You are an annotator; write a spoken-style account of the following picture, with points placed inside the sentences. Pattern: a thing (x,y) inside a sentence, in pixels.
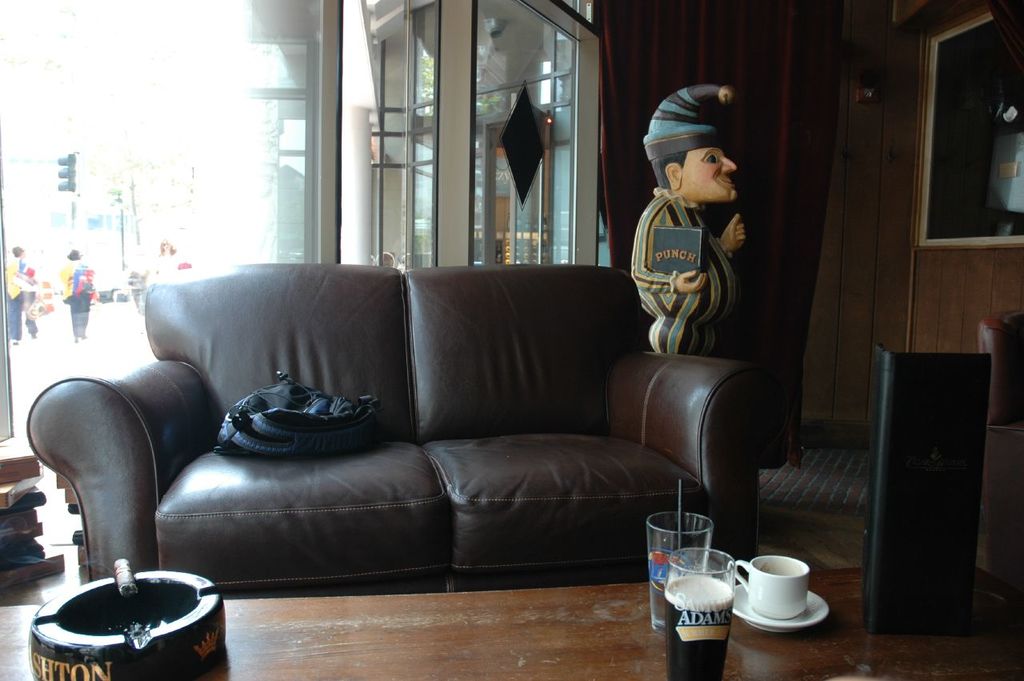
In this image, we can see a table (588,616) contains ashtray (199,606), glasses (681,610) and cup (778,583). There is a statue (678,313) in the middle of the image (641,246) beside the sofa (528,355). There are some persons (90,277) on the left side of the image (82,295).
